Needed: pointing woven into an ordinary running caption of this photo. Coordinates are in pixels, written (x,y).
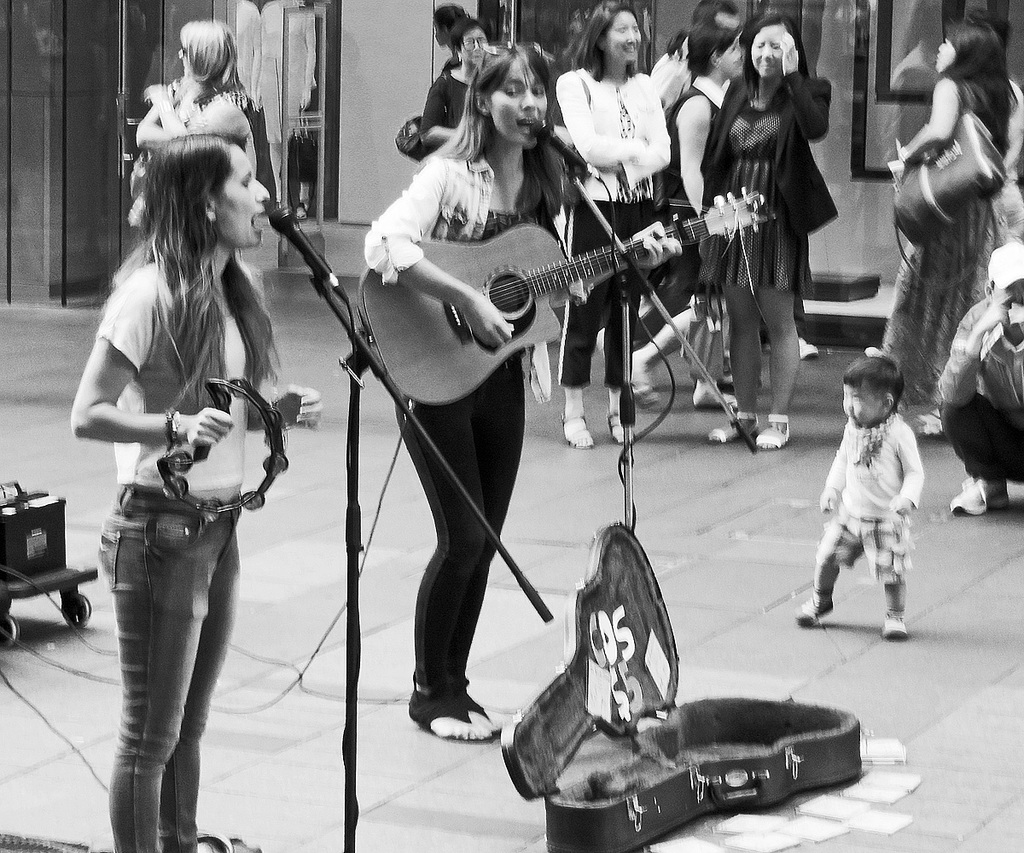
In this picture i could see the two girls (442,290) giving a musical performance and in the background (703,109) some persons (703,109) are moving. Picture is black and white.
